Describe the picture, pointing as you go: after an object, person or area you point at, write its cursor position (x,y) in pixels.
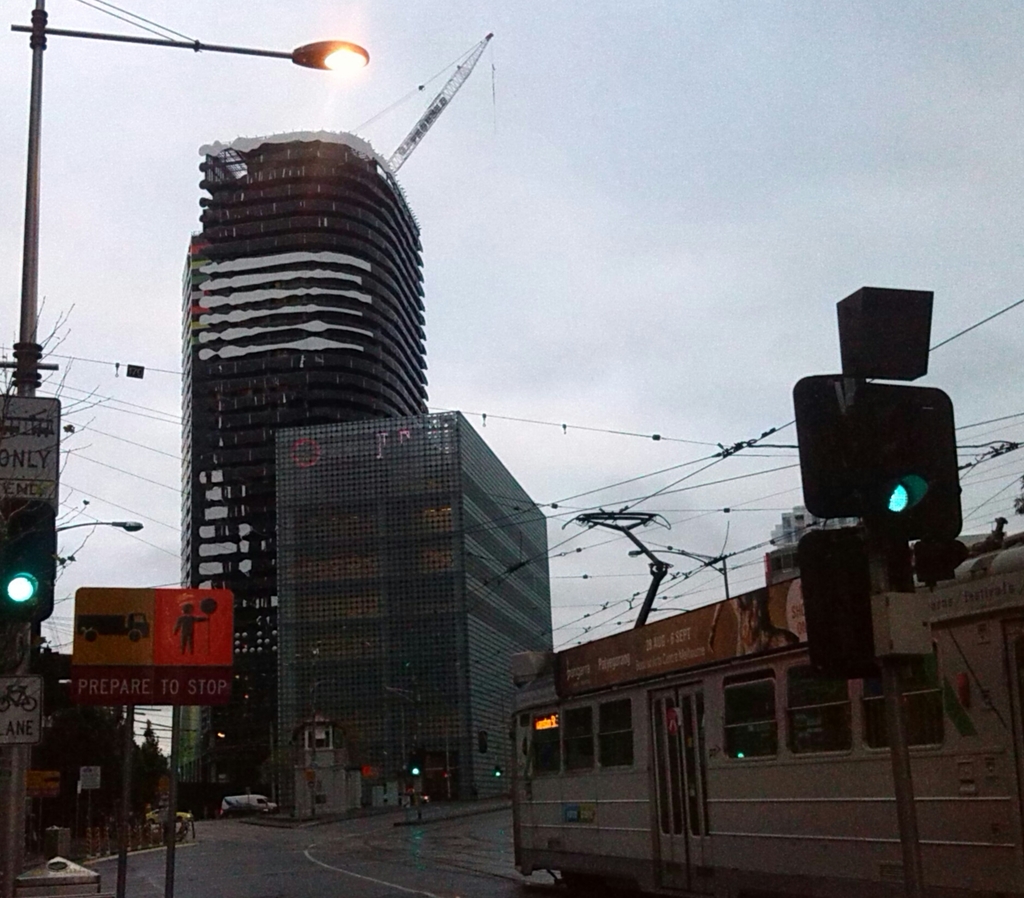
In this image, I can see the buildings (360,442). This looks like a tower crane (389,171). I can see the signboard (178,600) and traffic lights (817,545) are attached to the poles (885,584). This is a street light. I think this is a tramway (659,761). Here is the sky (591,373). These are the wires (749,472).
